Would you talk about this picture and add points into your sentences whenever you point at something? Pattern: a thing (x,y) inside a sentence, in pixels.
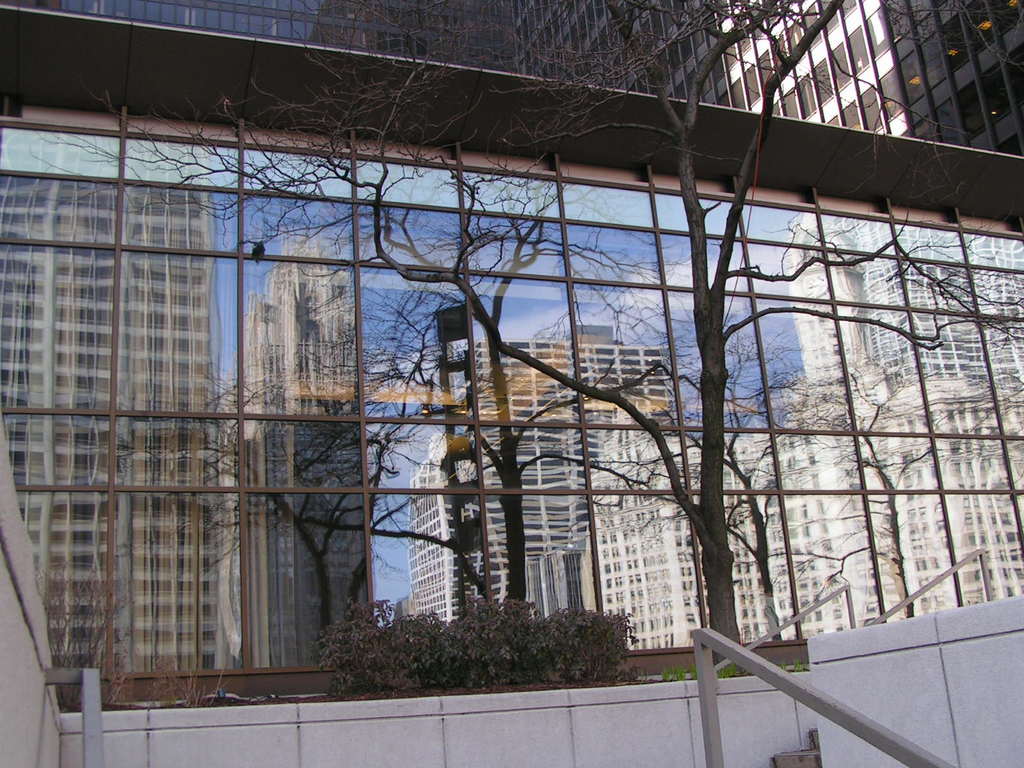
In the center of the image (624,386) there is tree (719,15). There are plants (439,618). There is glass (394,556) in which there is a reflection (236,343) of buildings (189,298). At the top of the image (881,69) there are buildings (930,78).
